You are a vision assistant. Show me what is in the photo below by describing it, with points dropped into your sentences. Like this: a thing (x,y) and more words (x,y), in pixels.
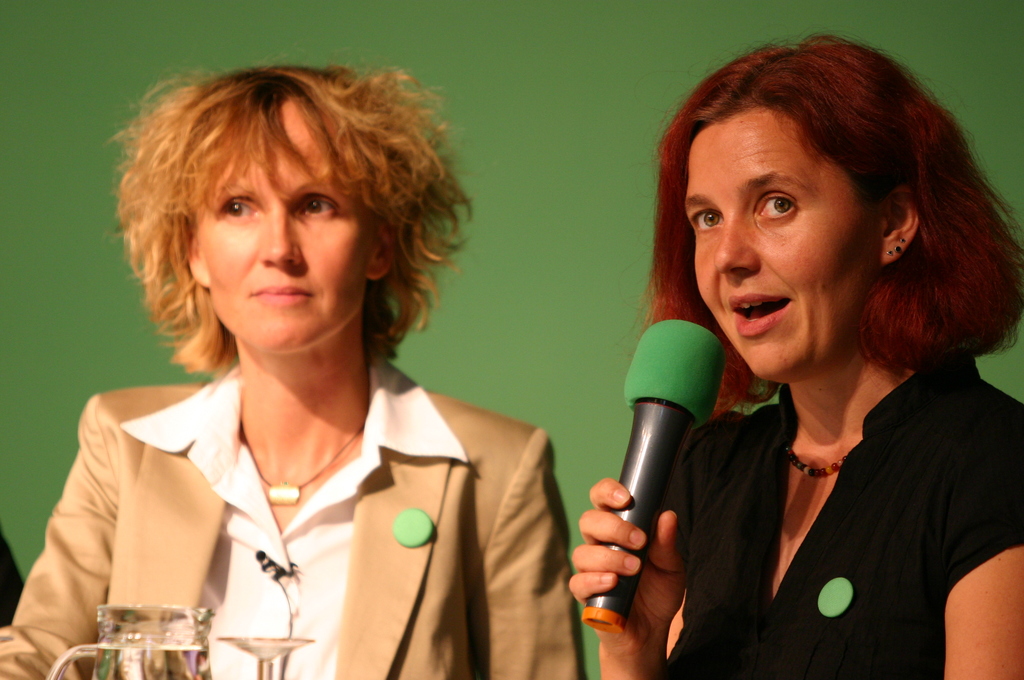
These two persons (309,385) sitting and this person (702,133) holding microphone (635,522). We can see jar (162,630), glass (251,643). On the background (560,143) we can see wall (545,194).
